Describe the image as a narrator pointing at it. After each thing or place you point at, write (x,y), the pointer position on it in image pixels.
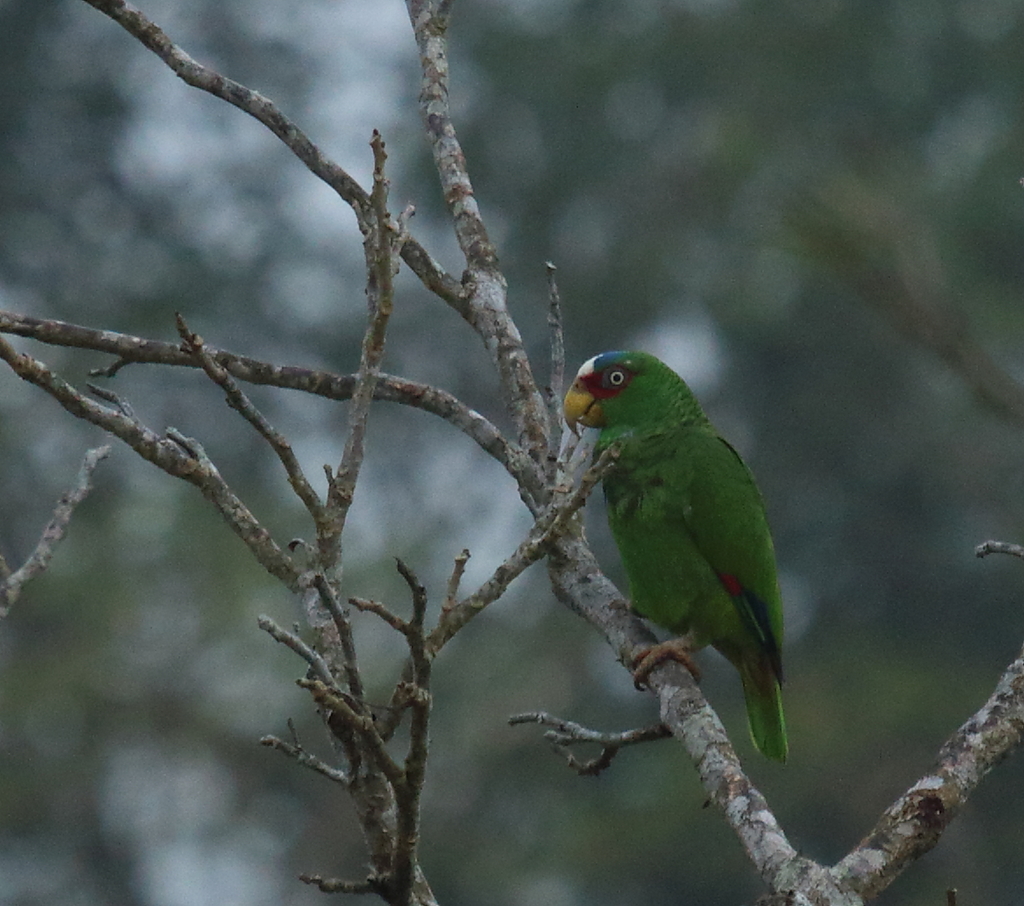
In this image we can see parrot (609,479) which is of green, red and blue color is on the branch (568,552) of a tree (263,535) and the background (55,216) image is blur.
